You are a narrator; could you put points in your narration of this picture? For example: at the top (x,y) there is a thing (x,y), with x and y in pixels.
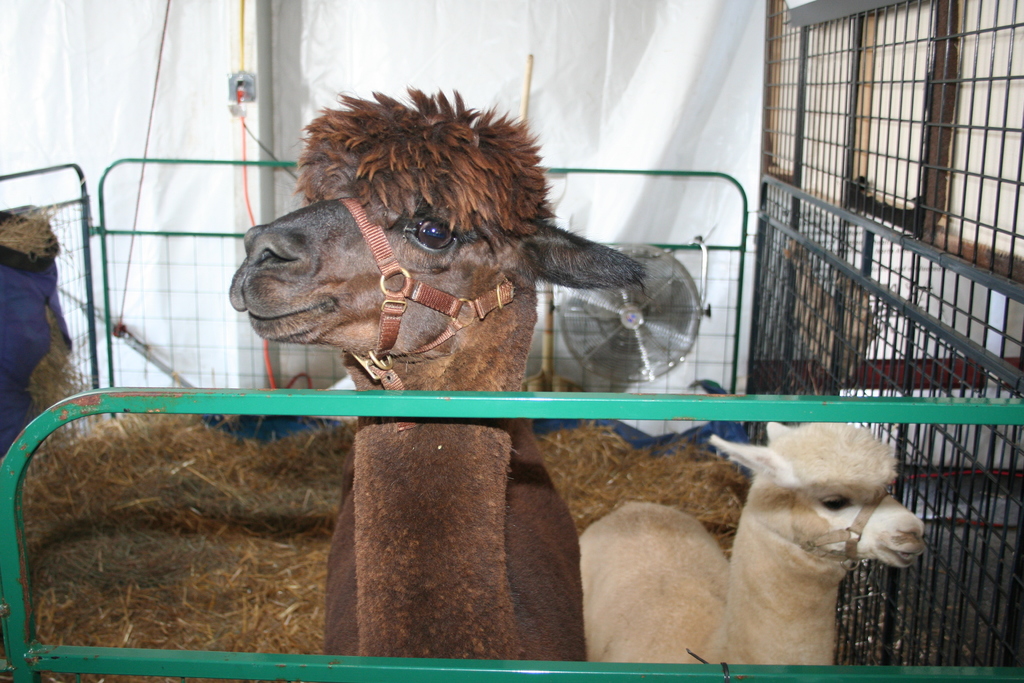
In this image I can see two llamas (515,569) which are of brown colour and white colour. I can also see iron gate (802,325), yellow grass (633,450) and a fan (699,318) in background (672,327).
